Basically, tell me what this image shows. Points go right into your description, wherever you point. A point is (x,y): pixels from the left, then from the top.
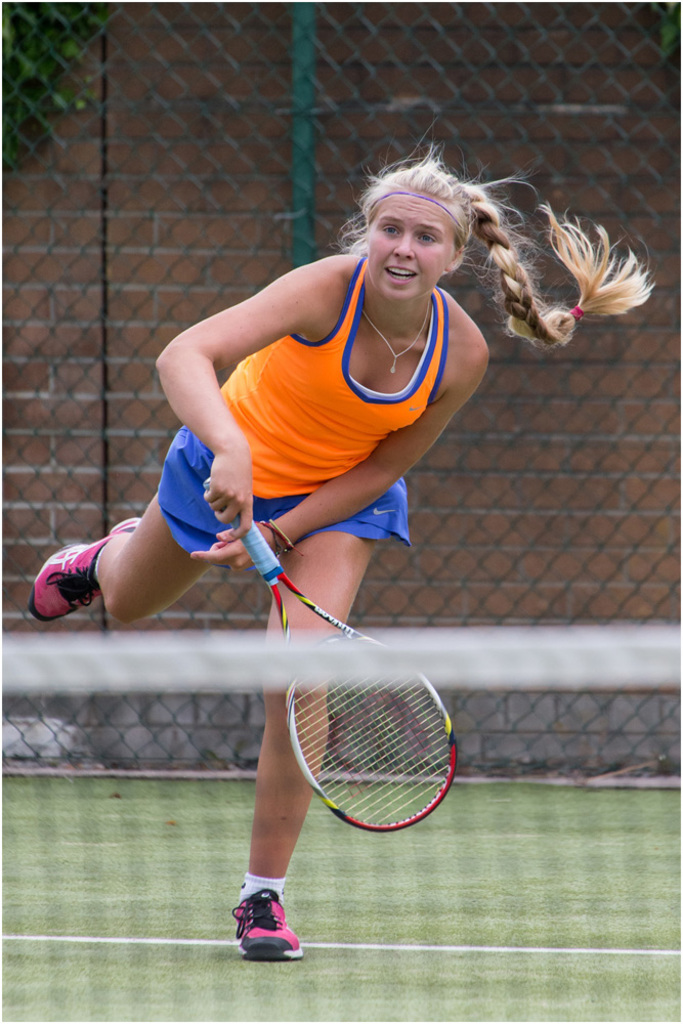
Picture consists of one woman (443,237) playing a tennis and she is holding a tennis racket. In the background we can find a fencing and the wall (476,447) with bricks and some plants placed to it.
